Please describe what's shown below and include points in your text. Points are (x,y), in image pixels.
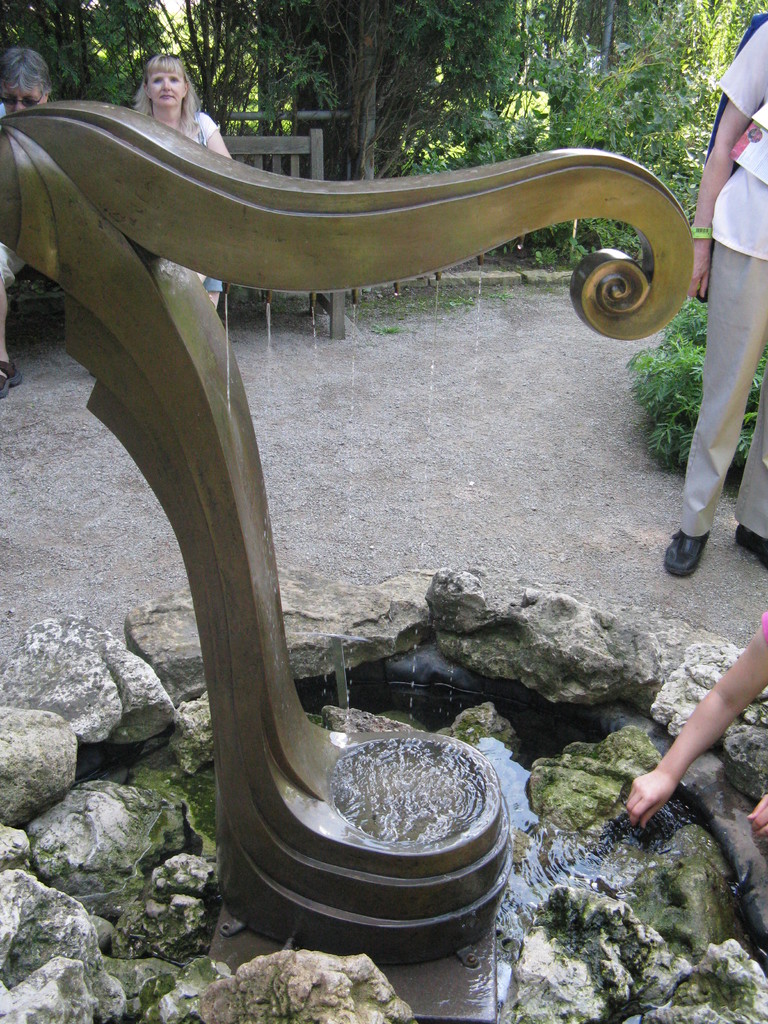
There is a fountain (319,744). Around the fountain (315,854) there are rocks (624,945). In the back (3,84) two persons (44,87) are sitting on the bench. There are trees (423,62). On the right side (720,232) a person (721,414) is standing.
